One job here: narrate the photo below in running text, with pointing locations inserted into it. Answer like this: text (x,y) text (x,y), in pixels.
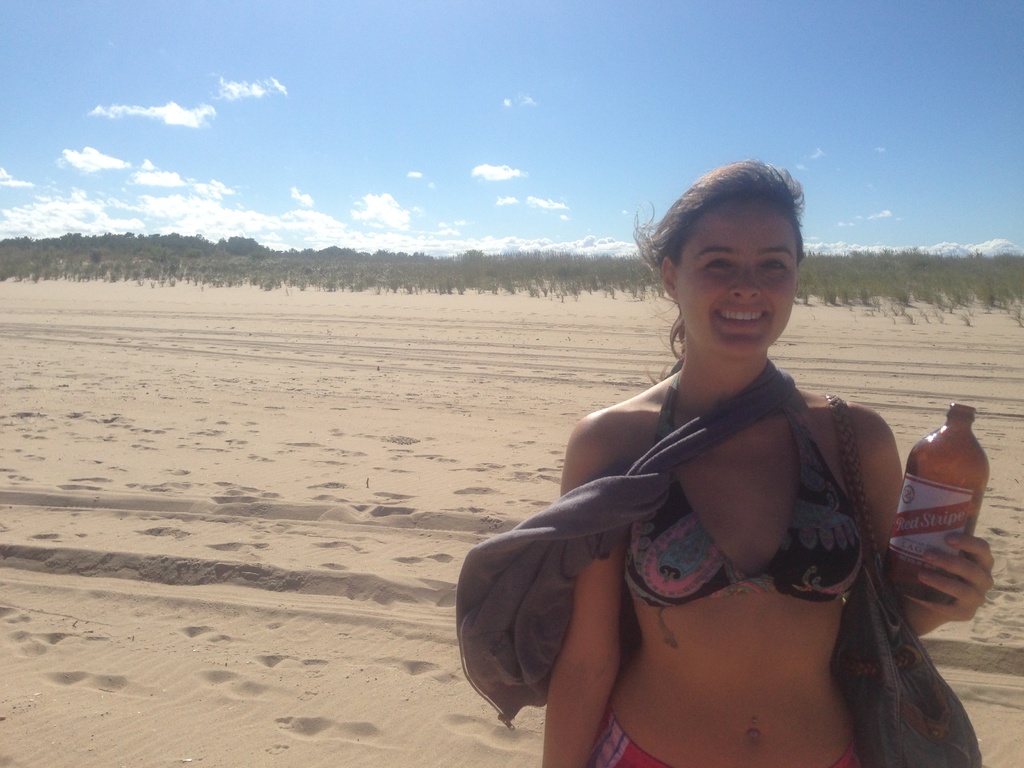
This is a picture of out side of a city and a woman (556,525) stand and she is smiling and she holding a bottle (984,486) and there is a sky (790,101) and there are some trees (312,266) visible.
